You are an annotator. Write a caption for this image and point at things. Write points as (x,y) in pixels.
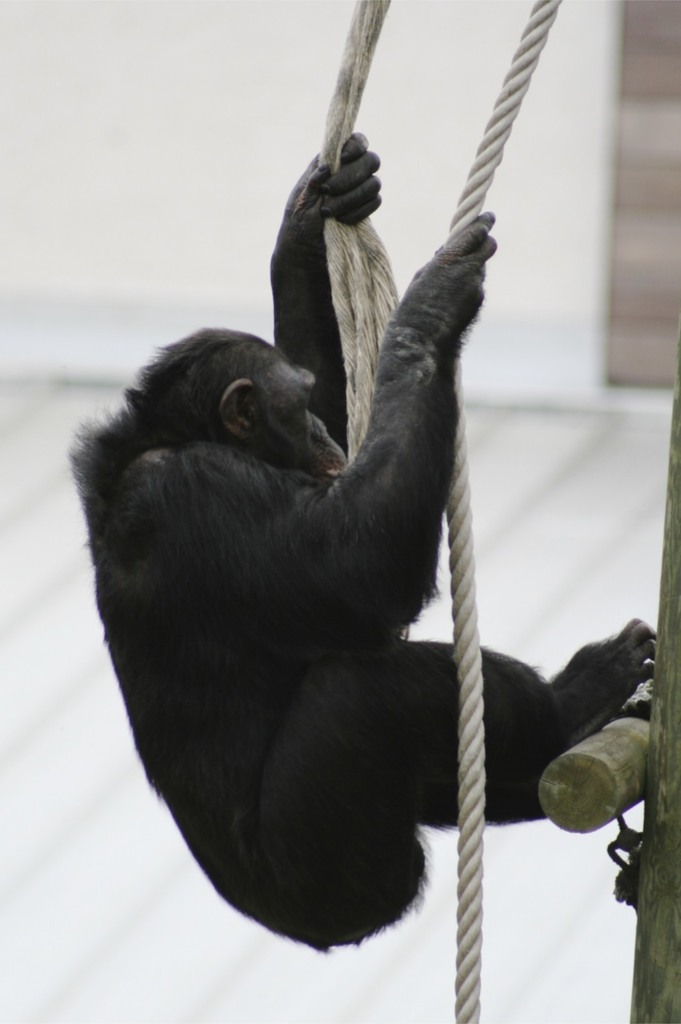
In this image we can see there is an animal (384,521) holding a rope (467,610) and there are wooden sticks (637,785). And at the back (123,398) it looks like a wall (421,142).
